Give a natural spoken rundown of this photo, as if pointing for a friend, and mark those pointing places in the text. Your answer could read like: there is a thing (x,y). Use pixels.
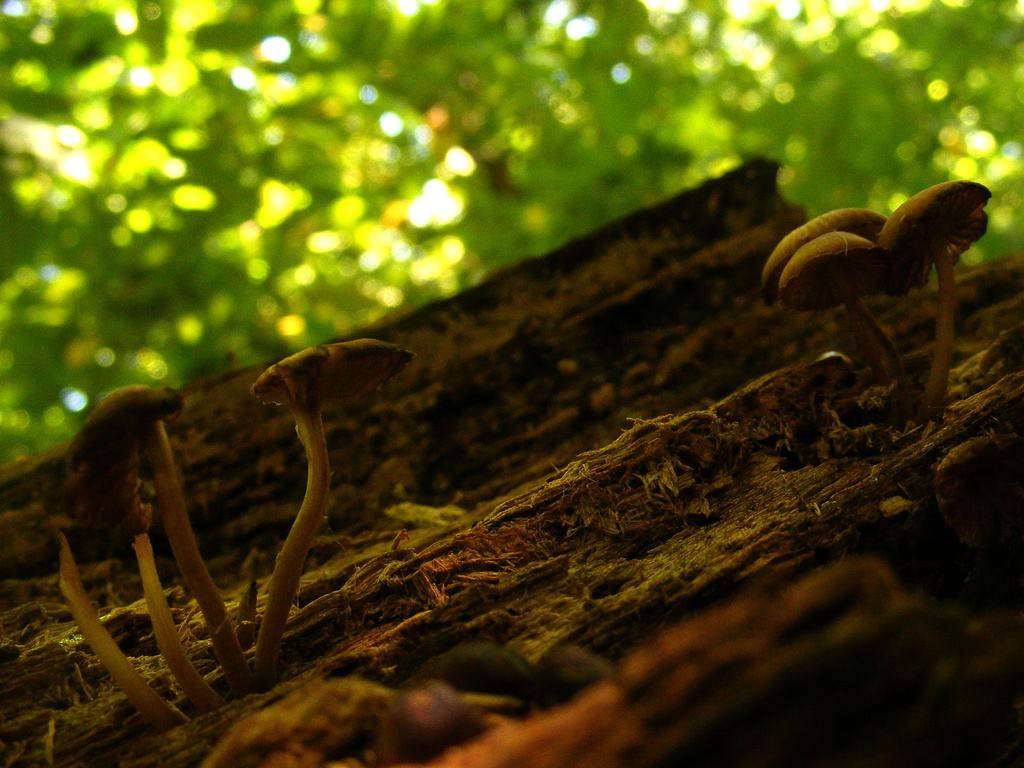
In this image we can see mushrooms (314,500) on a bark (514,572) of a tree (336,498), and it seems like there are trees (372,122) in the background (498,127).
